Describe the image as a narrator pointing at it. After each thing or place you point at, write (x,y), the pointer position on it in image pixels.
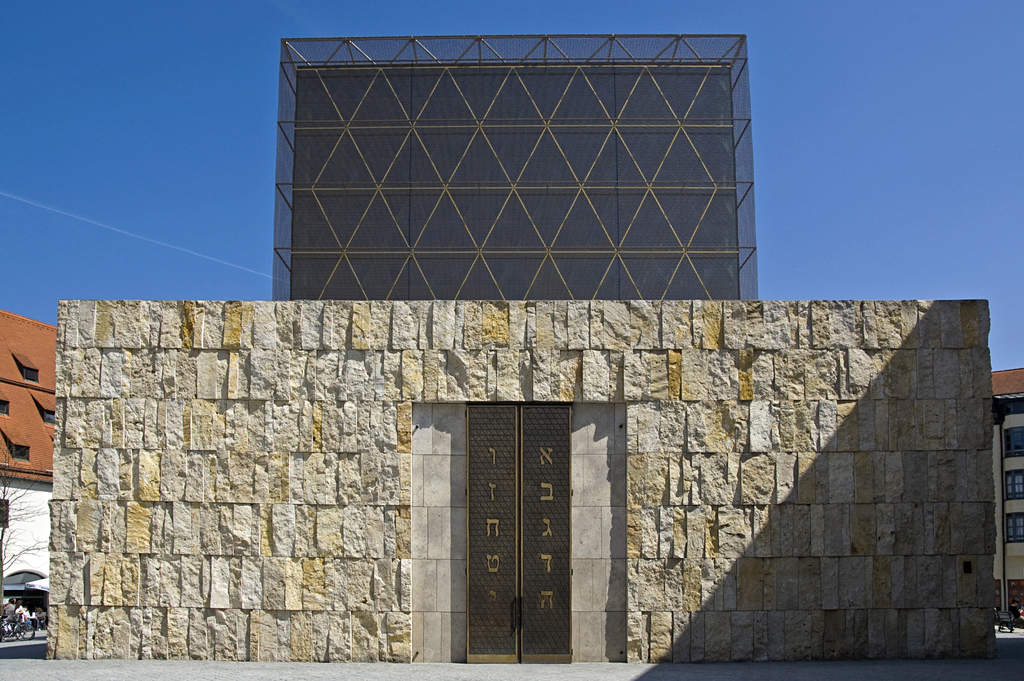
This image is taken outdoors. At the top of the image (151,189) there is the sky (922,200). In the background (46,403) there are a few buildings (1000,470). In the middle of the image (489,391) there is an architecture (426,336) with walls (357,386) and a door (538,480). At the bottom of the image (358,672) there is a floor (700,673).
